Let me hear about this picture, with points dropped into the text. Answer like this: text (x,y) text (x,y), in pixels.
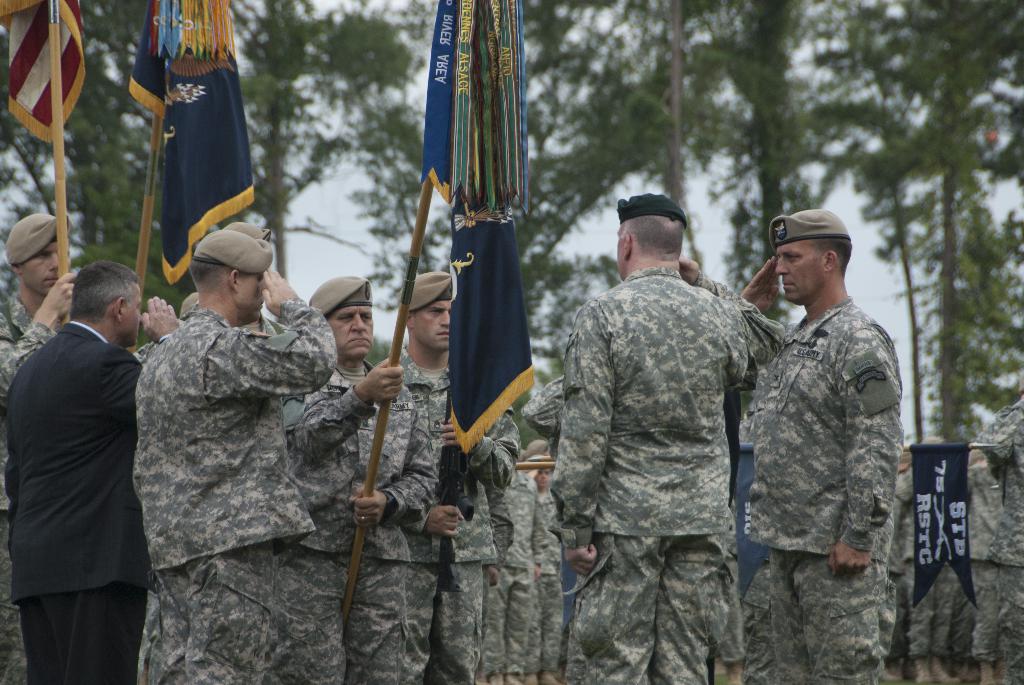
In this image there is a man (47,619) and so many soldiers (167,678) standing together in which some of them are holding flags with poles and some of them are in saluting position, behind them there are so many trees (980,166).
